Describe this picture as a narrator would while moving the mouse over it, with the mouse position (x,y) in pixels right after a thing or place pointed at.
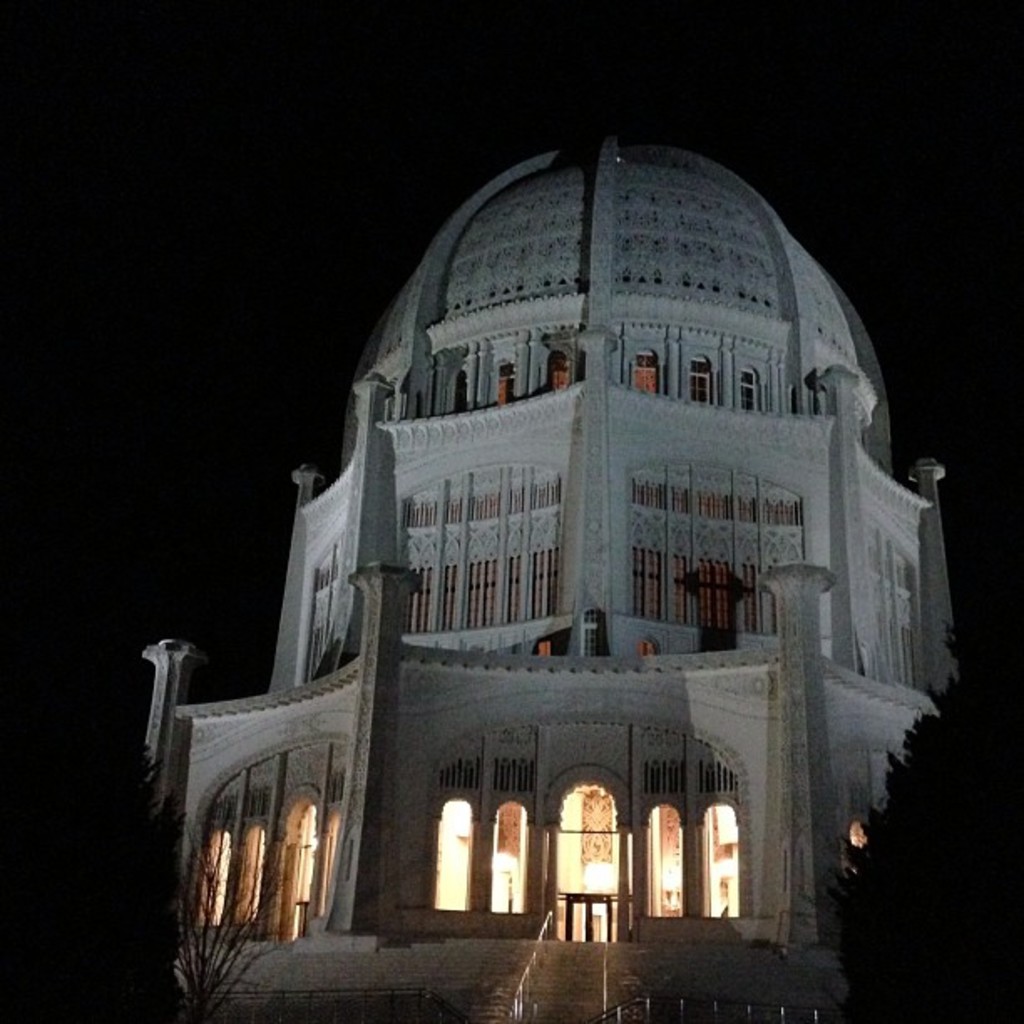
This picture is clicked outside. In the center (446,532) we can see a building (719,263) and the dome (561,208) is attached to the building (664,229). In the foreground (50,962) we can see the stairs (411,969) and the trees (58,854). In the background (245,150) there is a sky (218,171).
